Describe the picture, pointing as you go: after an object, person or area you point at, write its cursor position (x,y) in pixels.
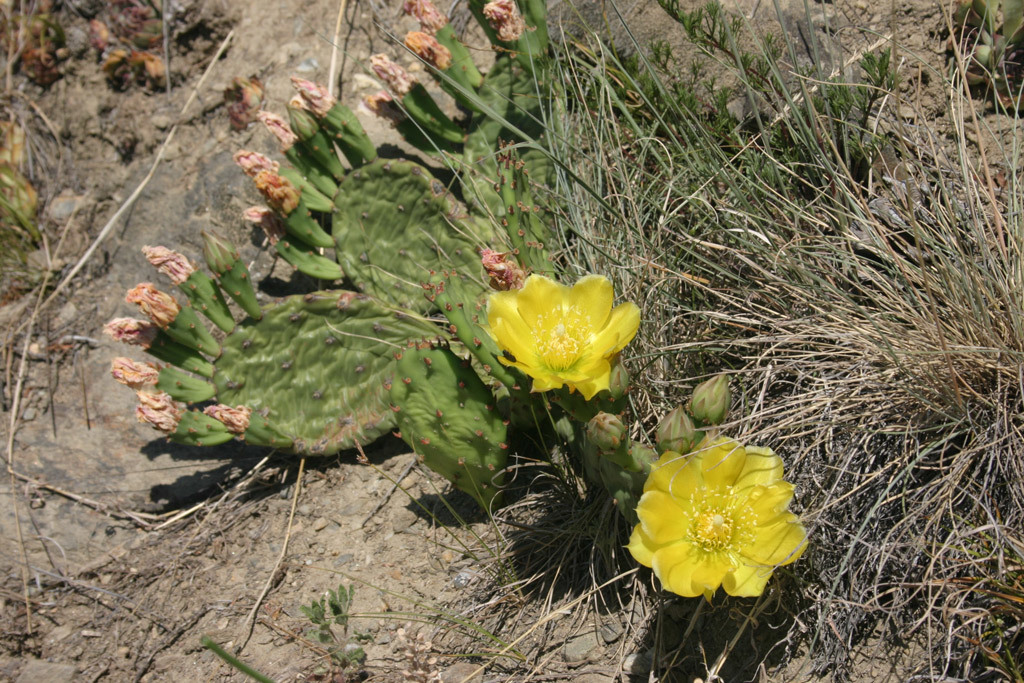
In the picture I can see yellow color flowers (703,524), flower plants (515,368), the grass (1018,367) and some other objects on the ground (22,635).
